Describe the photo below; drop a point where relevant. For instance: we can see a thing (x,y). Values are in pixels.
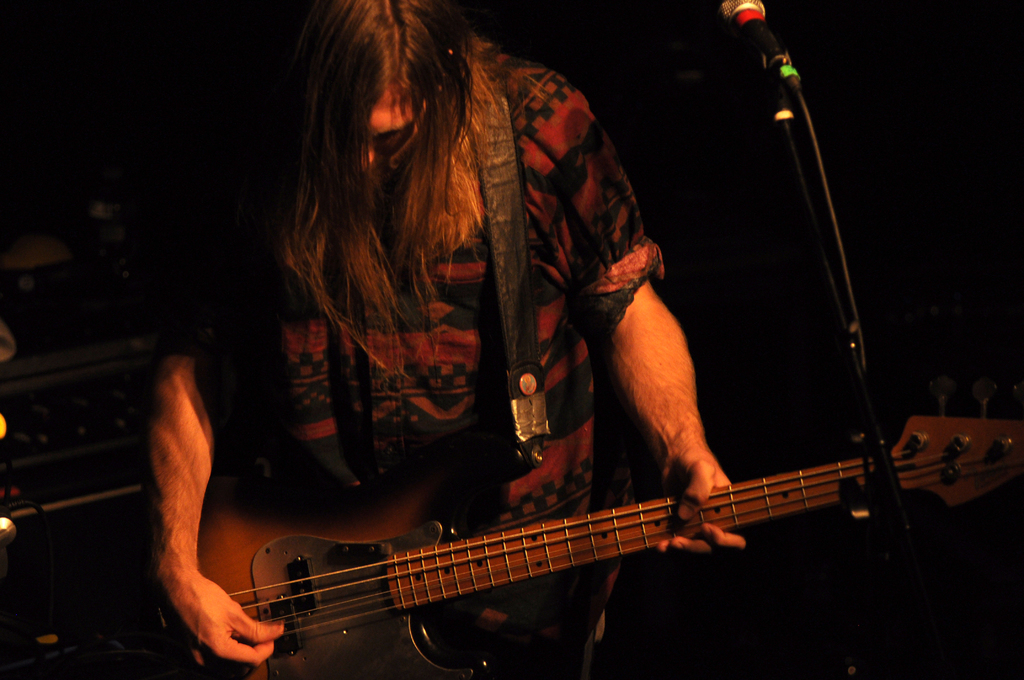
In this picture there is a man (338,375) playing a guitar (490,567). There is a mic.
